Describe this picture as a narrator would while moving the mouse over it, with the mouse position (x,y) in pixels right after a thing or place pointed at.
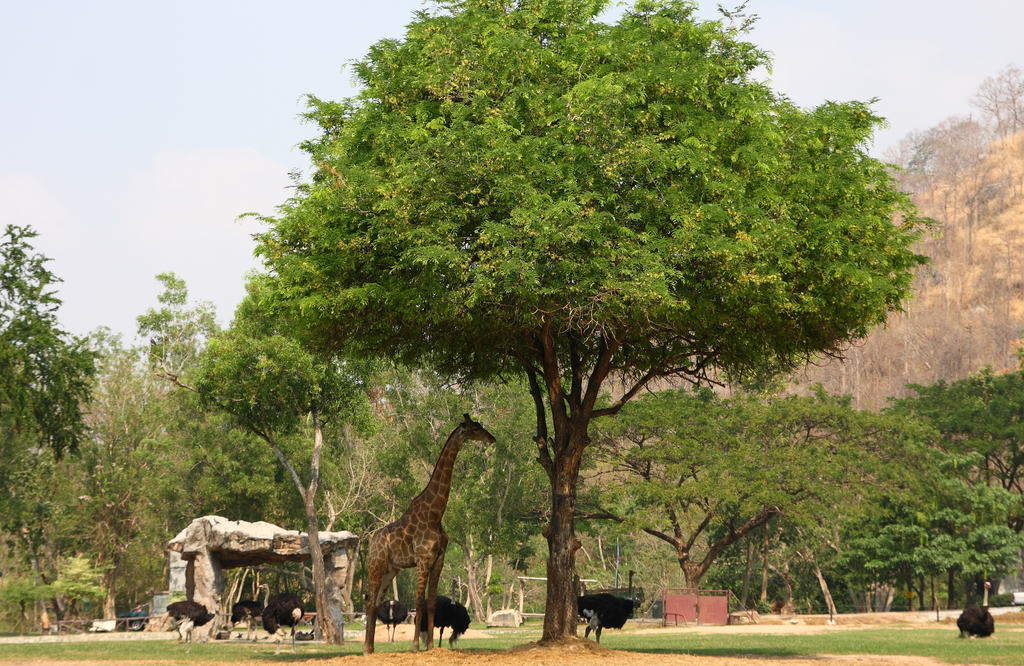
In this image there is one giraffe (403,530) and some birds (447,611) are standing on the bottom of this image (389,618) and there are some trees (639,453) in the background (300,402). There is a sky (245,74) on the top of this image (238,67), and there is a shelter (262,557) on the left side of this image (207,584).
